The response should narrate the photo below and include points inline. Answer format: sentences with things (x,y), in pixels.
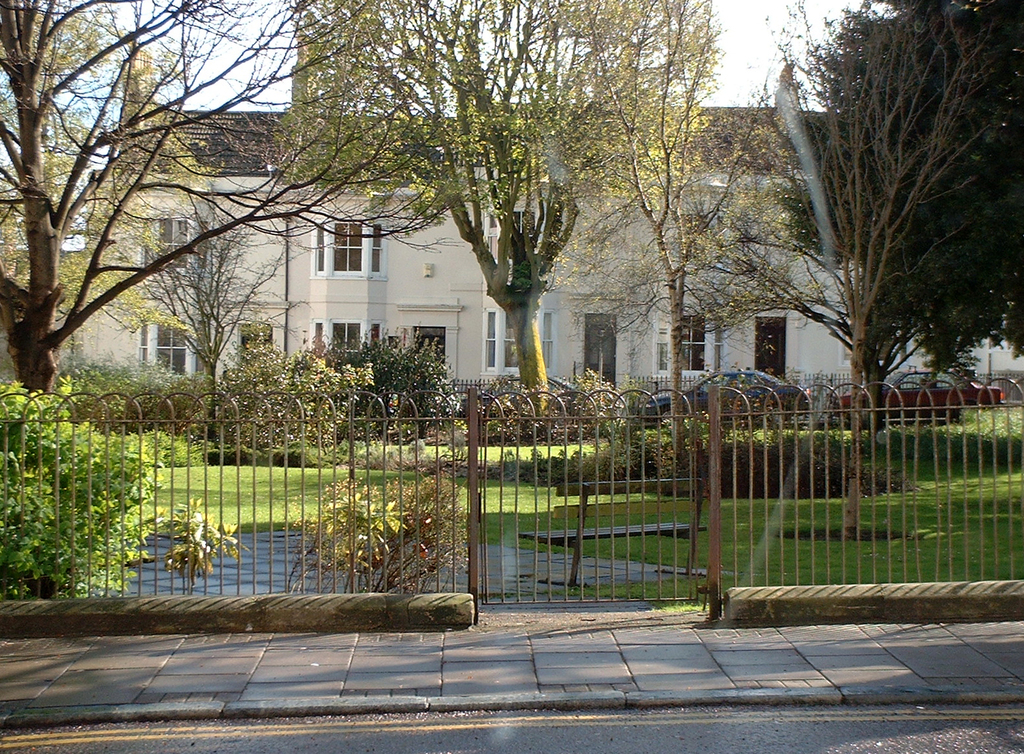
In front of the image there is a road (790,737). There is a metal fence (536,548). There are plants (2,503), trees (975,231), buildings (655,246), cars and a bench (625,505). In the middle of the image (506,490) there is grass (895,549) on the surface (902,569). At the top of the image (761,56) there is sky (726,12).
